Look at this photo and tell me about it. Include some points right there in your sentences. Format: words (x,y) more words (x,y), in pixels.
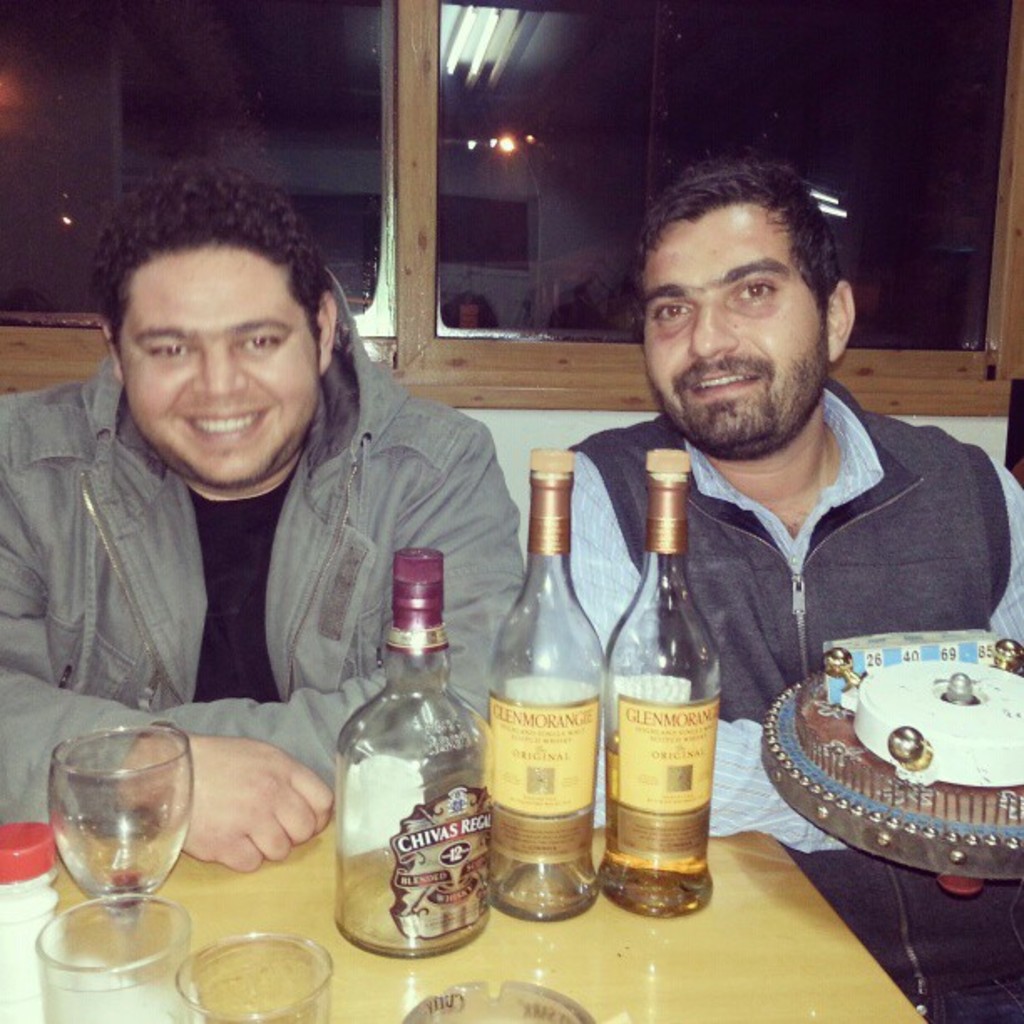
This two persons (227,458) are sitting and holds smile. On this table (364,1023) there are bottles (345,808) and glasses (234,978). This man (738,639) is holding a toy (920,739). On this glass window (528,187) there is a reflection of lights (452,16).
